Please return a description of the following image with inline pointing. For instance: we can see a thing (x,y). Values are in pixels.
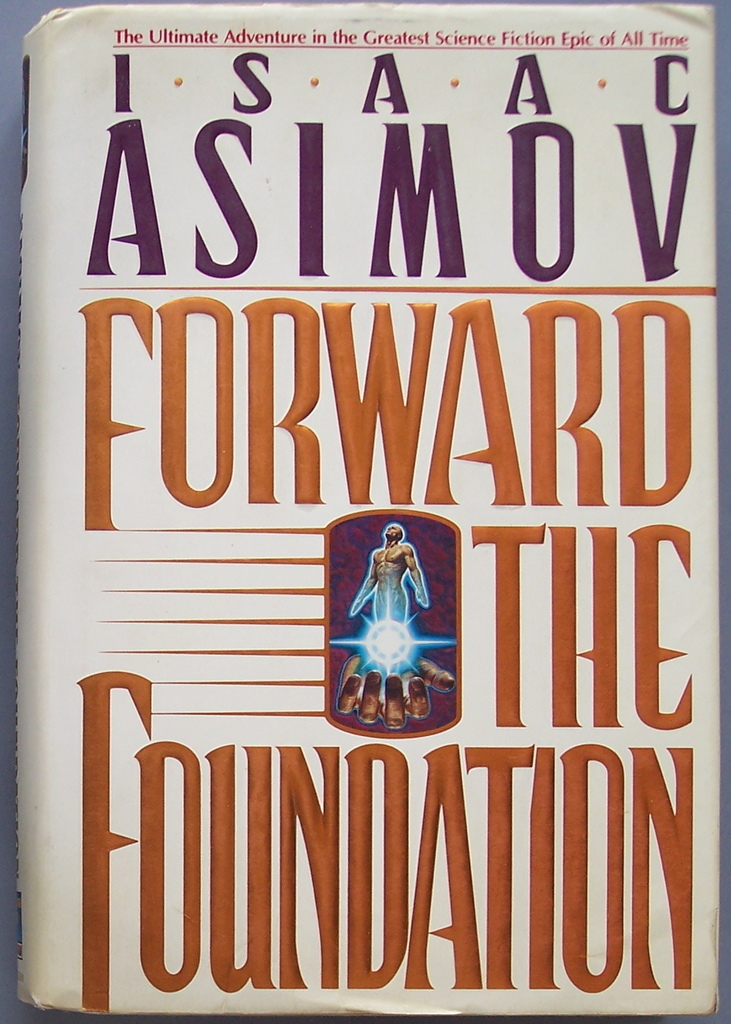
In the center of the image (433,594), we can see a book (290,562) on the table (3,511).
